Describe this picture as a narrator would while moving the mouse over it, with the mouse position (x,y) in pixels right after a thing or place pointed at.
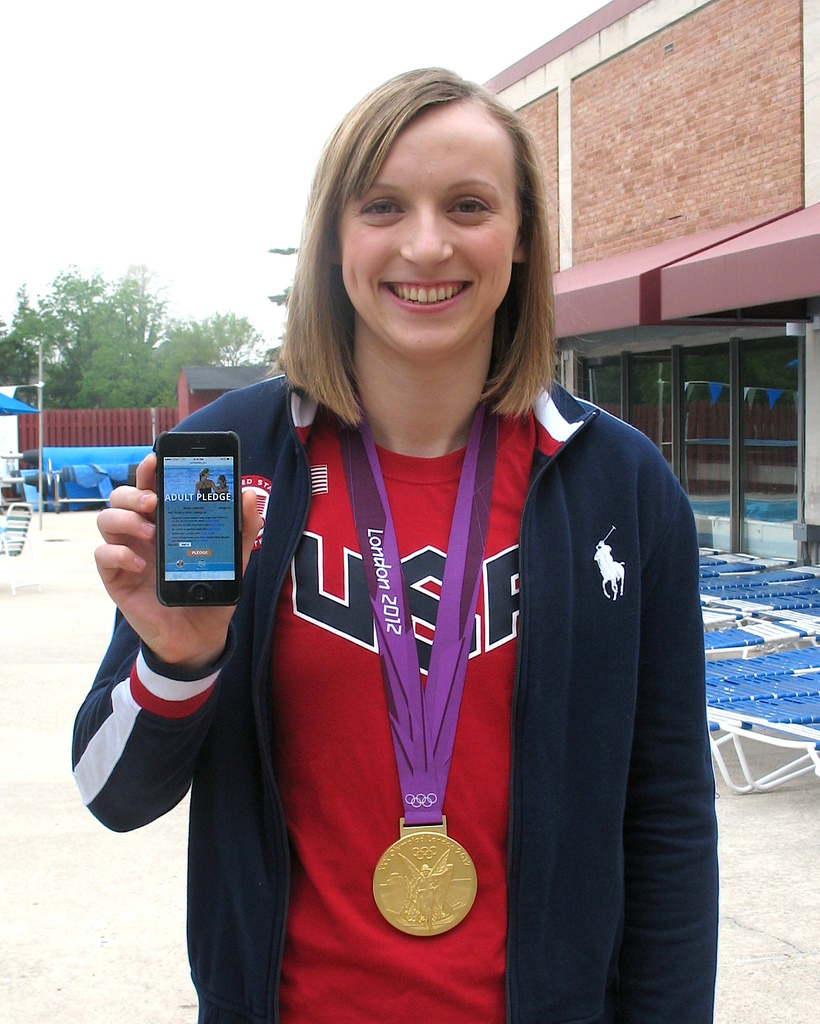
In this picture we can see a girl (610,730) wearing blue jacket (607,669), gold medal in the neck (420,362), holding a mobile phone (226,605) in the hand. Smiling and giving a pose into the camera. Behind we can see blue color chairs (792,747) and brick wall building (700,280).
